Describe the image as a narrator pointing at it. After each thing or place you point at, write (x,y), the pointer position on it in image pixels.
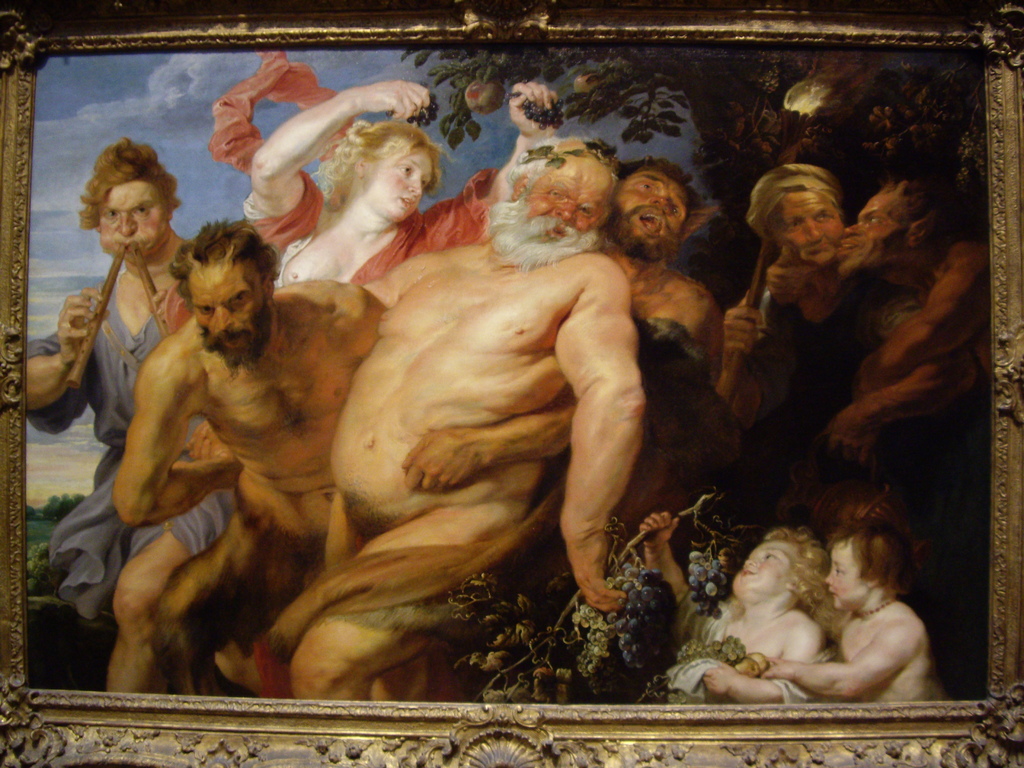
This image is a photo frame. In this photo we can see people (207,352) standing. At the bottom (599,672) there are kids (686,670) and we can see grapes (658,574). In the background (720,148) there are trees (761,132) and sky (107,98).
